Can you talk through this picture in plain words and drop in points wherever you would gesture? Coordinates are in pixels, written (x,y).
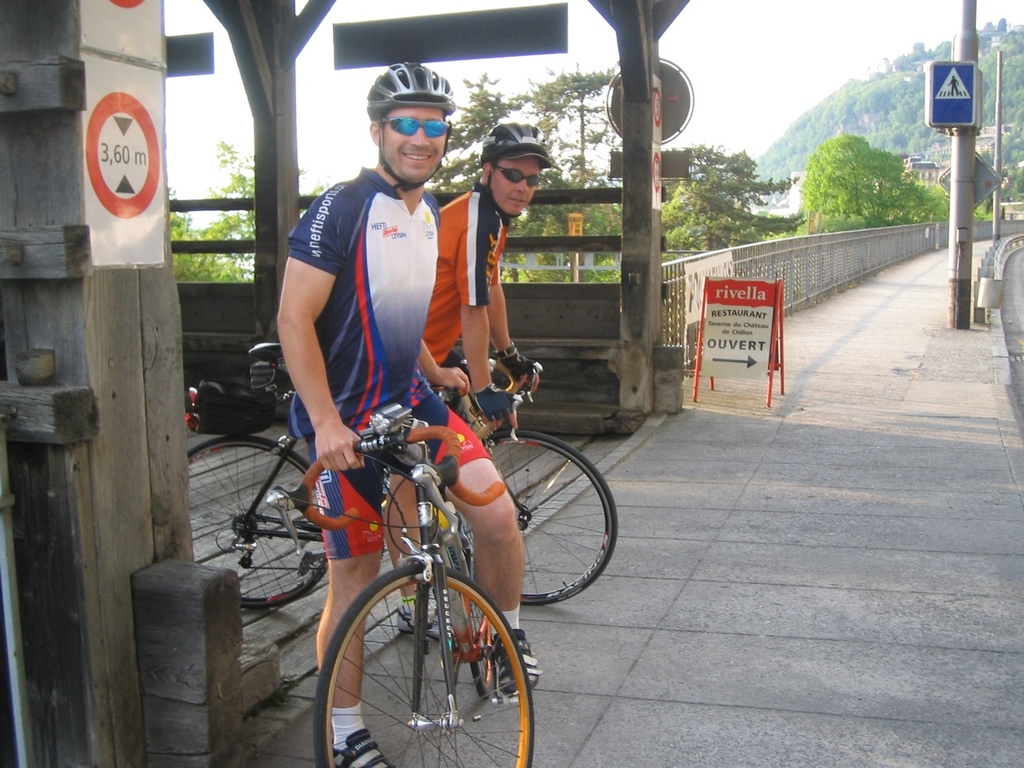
The picture is taken outside a road (860,541). In the middle (475,488) two persons (432,351) are riding bicycle (398,571). They are wearing helmet (429,102) and glasses (432,122). There is fence (810,234) around the road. There are poles (955,279) on the road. In the background (864,204) there are trees (823,150) and hill (848,115).
